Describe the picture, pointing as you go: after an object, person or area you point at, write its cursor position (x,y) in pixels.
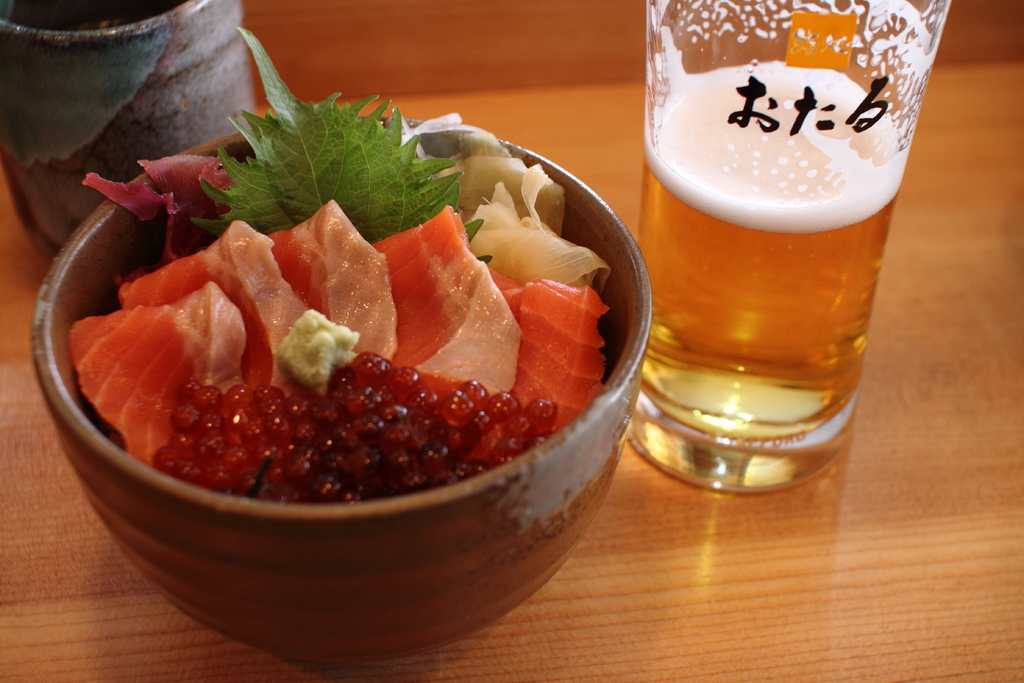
On this wooden surface (741,635) we can see a glass (791,293) with liquid (793,224) and bowl (199,145) with food (296,323).
